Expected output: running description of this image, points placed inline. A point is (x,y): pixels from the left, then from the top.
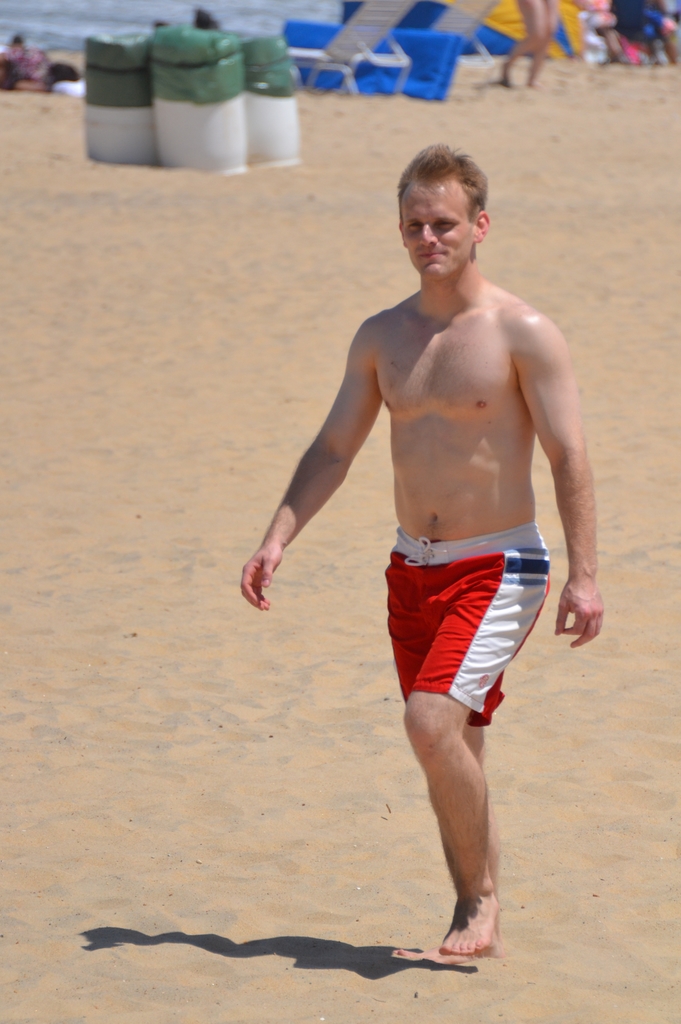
In this image in the front (469,621) there is a person (469,621) walking. In the background (223,54) there are objects (197,61) which are white and green in colour, there are tents (478,28) and there are persons (16,52) and there is water (82,20).
